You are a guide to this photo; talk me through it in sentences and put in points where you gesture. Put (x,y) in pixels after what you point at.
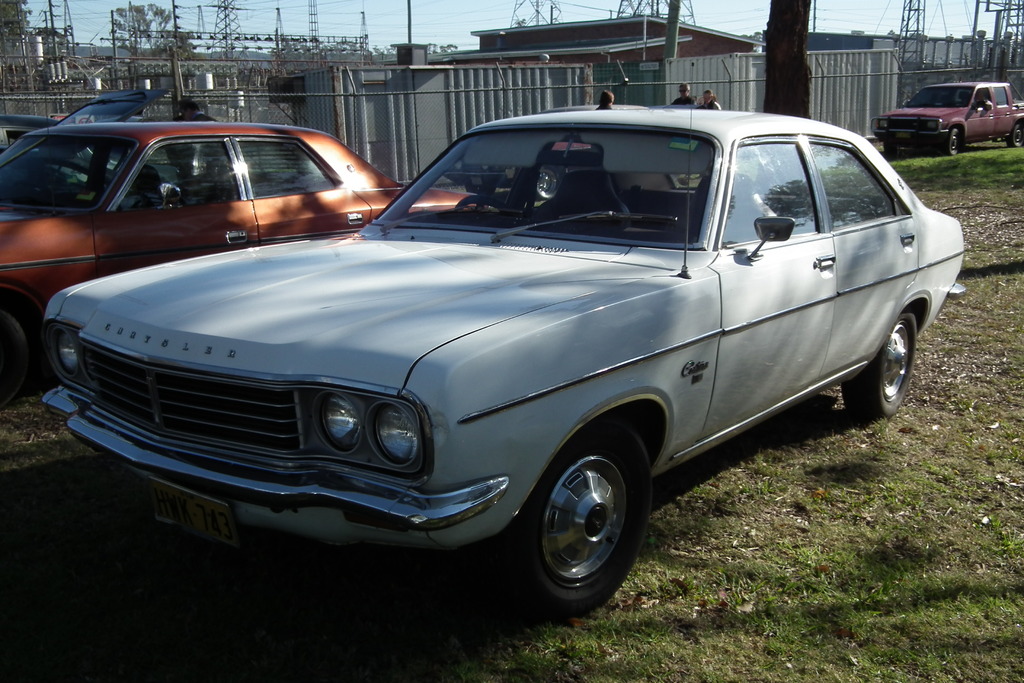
This image is taken outdoors. At the top of the image (439,12) there is the sky (256,11) and there are a few wires (889,6). At the bottom of the image (370,592) there is a ground (404,590) with grass (884,436) on it. In the middle of the image (613,273) a few cars (620,259) are parked on the ground (974,144). There are a few people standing on the ground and there is a tree (790,96). In the background (419,87) there are a few towers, trees (160,45) and cabins (863,71). There are a few devices (75,80) and machines (71,58).
